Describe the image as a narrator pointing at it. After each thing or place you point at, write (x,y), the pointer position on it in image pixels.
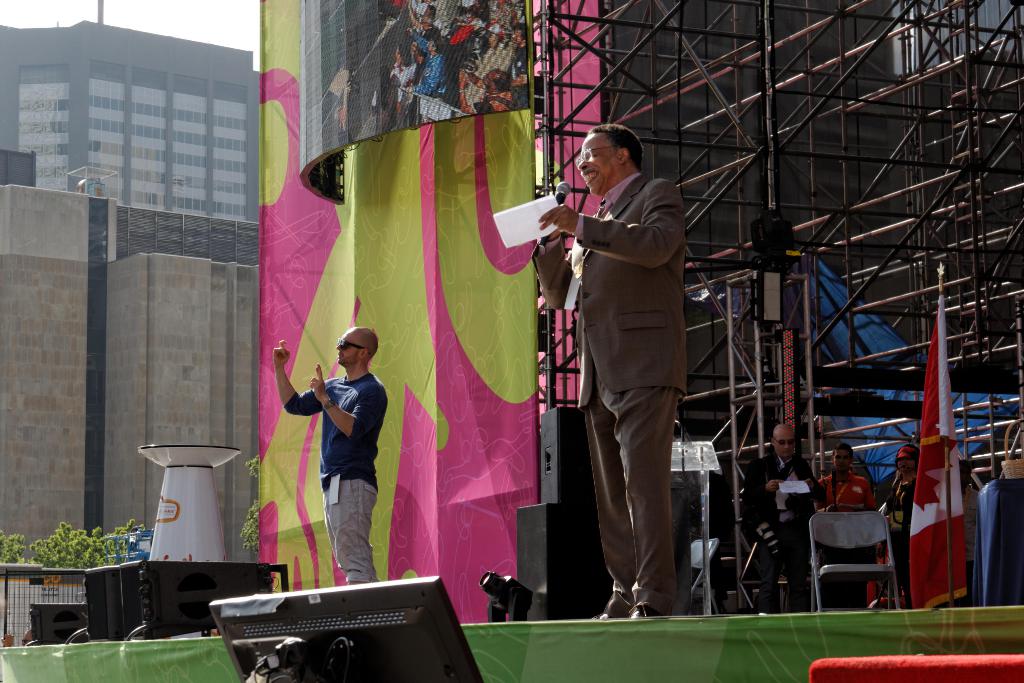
In this picture we can see some people (648,436) are standing on the stage (532,630) and there is a man (604,367) in the blazer (600,317). He is holding a microphone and a paper (546,228). On the stage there is a chair (838,570), a pole (942,421) with the flag (929,457) and some objects (991,501). Behind the man (586,340) there are iron rods (768,81), a hoarding (394,73) and a banner (338,322). On the left side of the image (165,431) there are trees (84,536), buildings (109,180) and the sky (224,39).
